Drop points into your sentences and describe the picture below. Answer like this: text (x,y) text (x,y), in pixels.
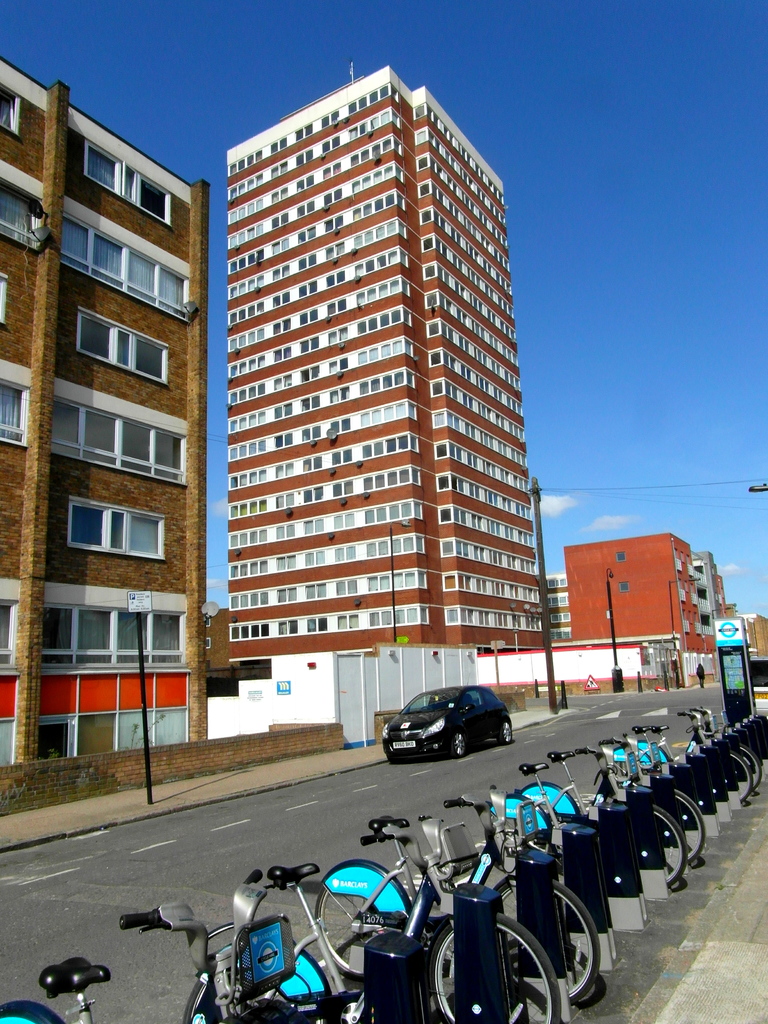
In this picture we can see bicycles (467,868) and a car (482,690) on the road (523,764), buildings (510,612) with windows (90,545) and in the background (558,298) we can see the sky (530,206) with clouds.
